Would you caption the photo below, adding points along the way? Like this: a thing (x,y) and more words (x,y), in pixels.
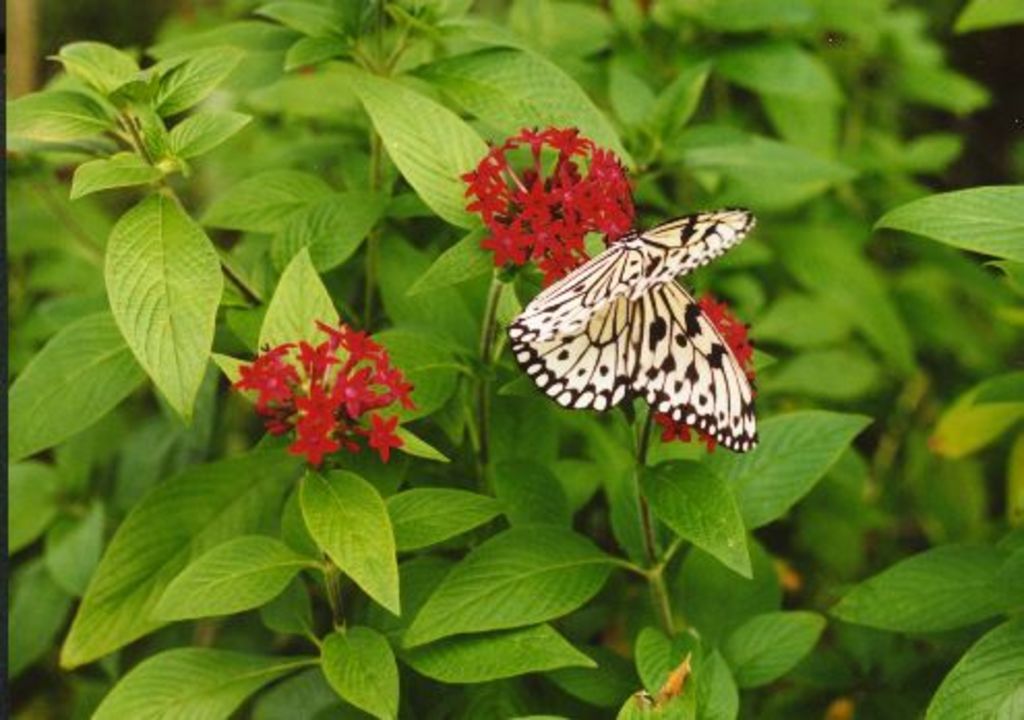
In the image I can see a butterfly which is on the plants (239,451) to which there are some red color flowers (360,333).
